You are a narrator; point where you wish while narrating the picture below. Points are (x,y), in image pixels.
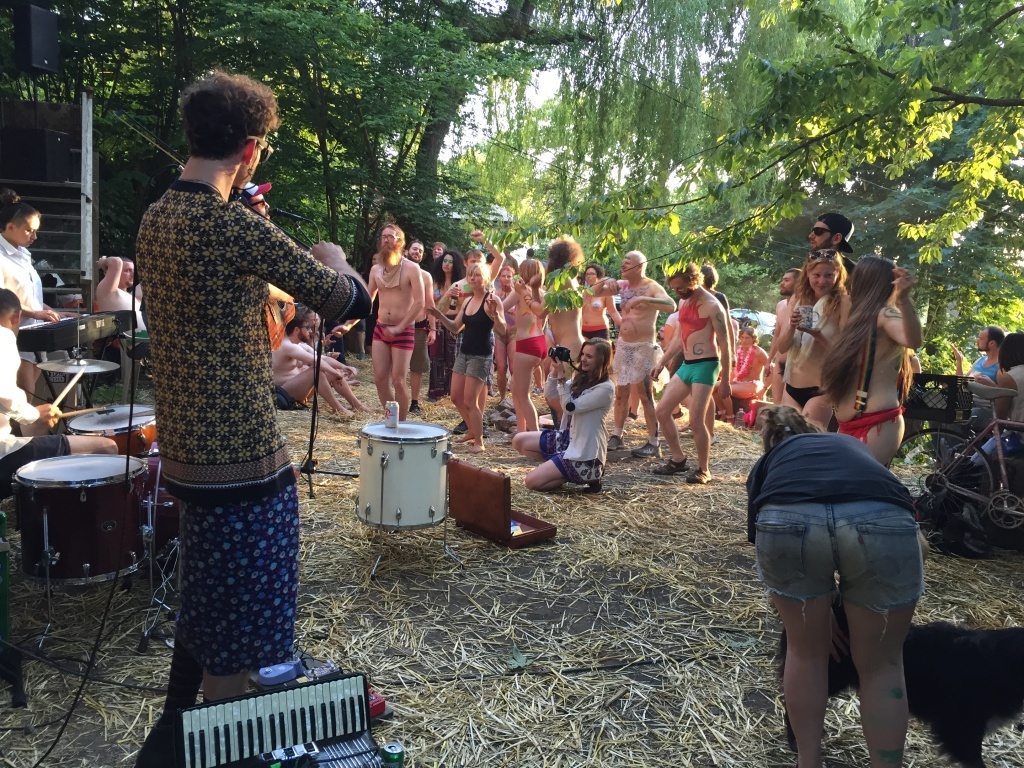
In this picture we see people (208,230) playing drums (378,469) and other musical instruments (58,364) in front of a group of people (880,354) on the ground (734,456). There are many trees (959,295) and dry grass (578,713).
